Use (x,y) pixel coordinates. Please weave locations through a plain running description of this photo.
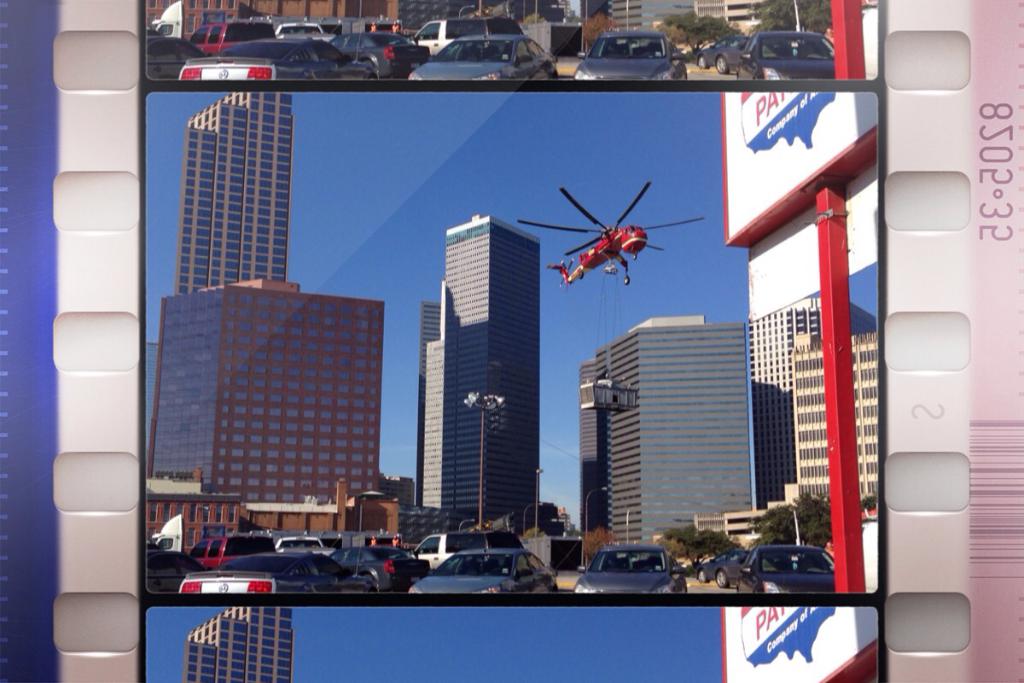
This is a board (1012,19) and on the board (430,471), we can see vehicles (627,69) on the road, buildings (421,325) and there is an aircraft (615,247) in the sky (560,288).
